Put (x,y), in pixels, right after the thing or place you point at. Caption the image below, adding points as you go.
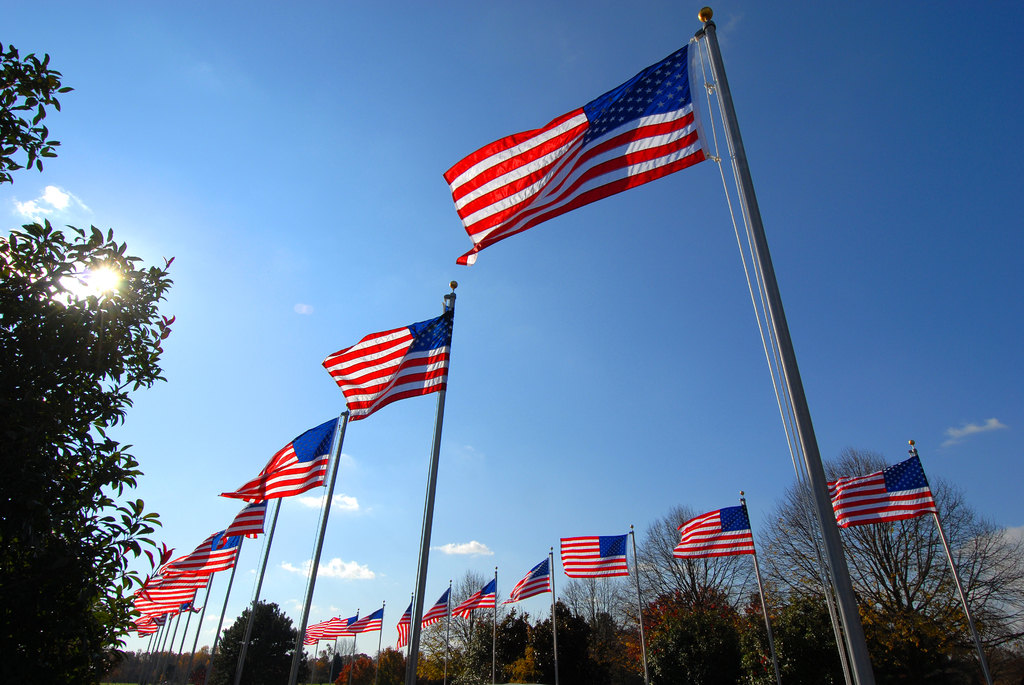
As we can see in the image there are trees (722,631), flags (201,547), sun (105,278), sky (332,238) and clouds (325,571).
